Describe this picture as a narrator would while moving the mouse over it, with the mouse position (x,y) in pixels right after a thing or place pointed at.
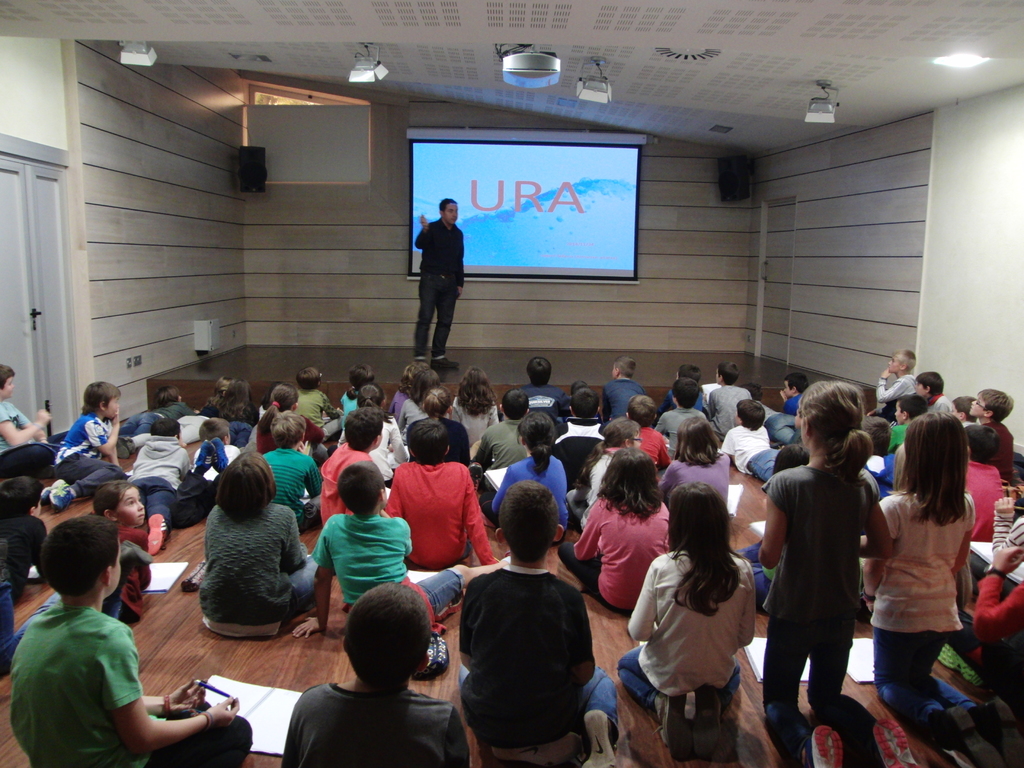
In the image I can see a man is standing. Here I can see group of children (674,570) among them some are sitting and some are kneeling down. In the background (522,250) I can see projector screen (519,212), lights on the ceiling (535,105), objects (328,114) attached to walls (192,110), books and some other objects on a wooden surface (599,643).
